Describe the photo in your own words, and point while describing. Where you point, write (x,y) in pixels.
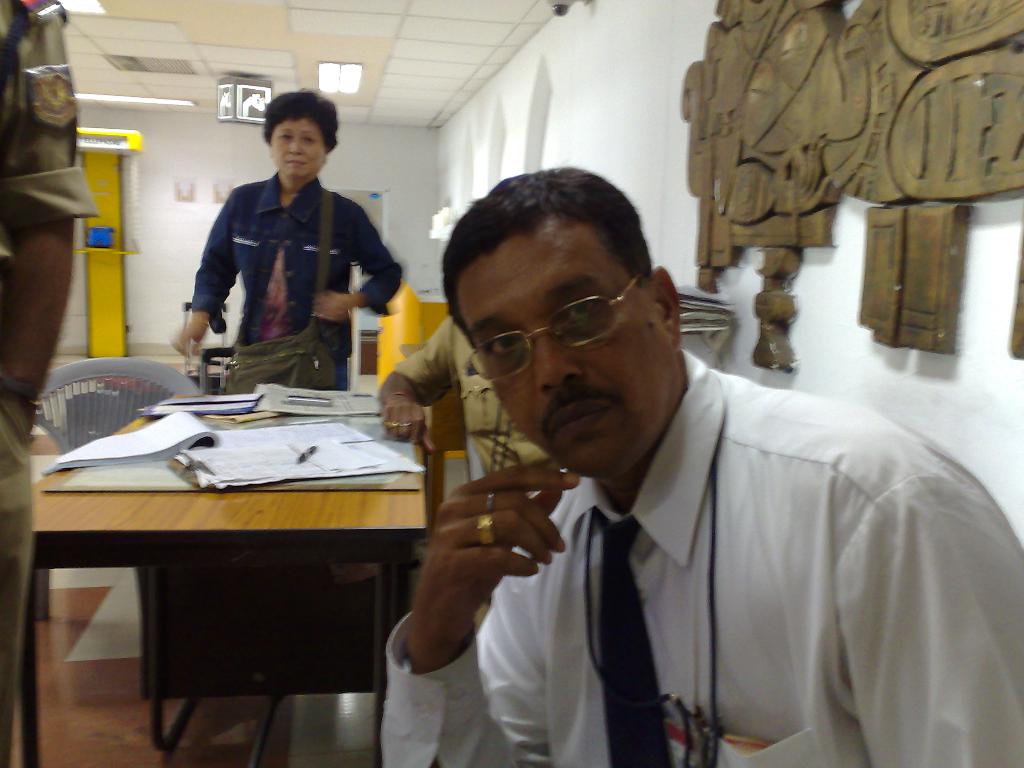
In this picture These two persons (563,532) sitting on the chair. These persons (239,257) standing. We can see chair (124,396). There is a table (225,527). On the table (239,489) we can see book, paper (247,461), pen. This person (279,327) wore bag (324,364). On the top (318,65) we can see lights (332,82). In this background (166,155) we can see wall (186,153). This is floor (92,693).
